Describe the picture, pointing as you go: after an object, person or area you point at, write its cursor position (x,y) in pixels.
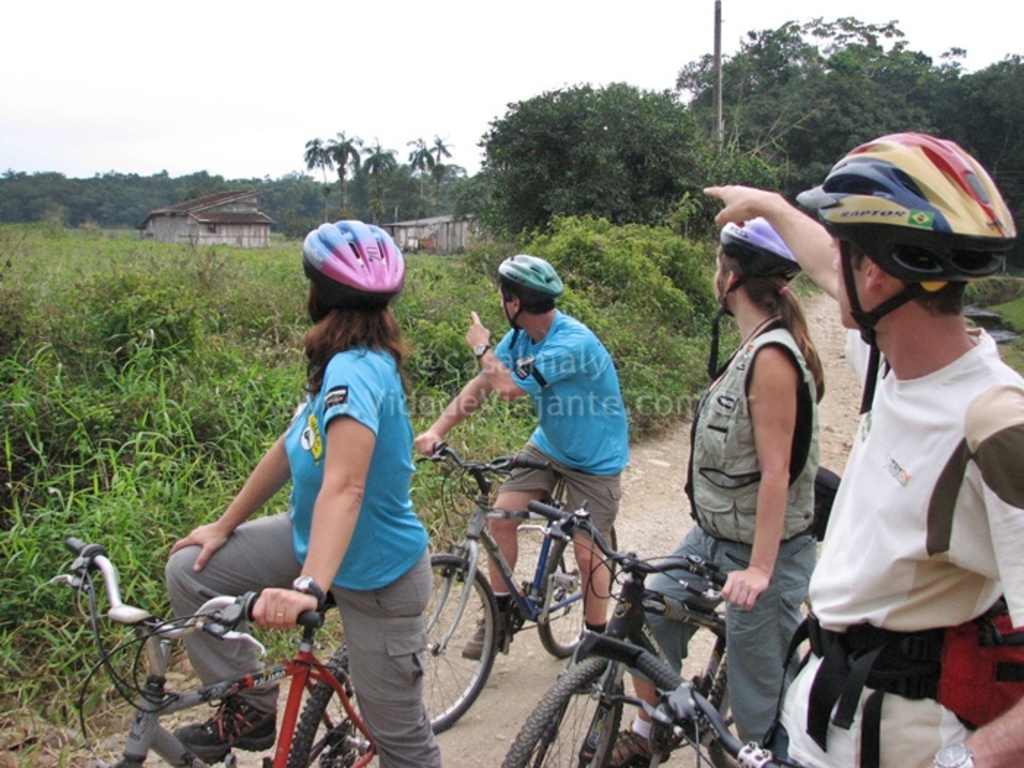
In this image i can see 4 persons (902,627) on the bicycles (611,657), each of them is wearing a helmet (956,162), on the background (205,302) i can see plants (154,299), houses (258,237), electric pole (716,128) and sky (344,61).
